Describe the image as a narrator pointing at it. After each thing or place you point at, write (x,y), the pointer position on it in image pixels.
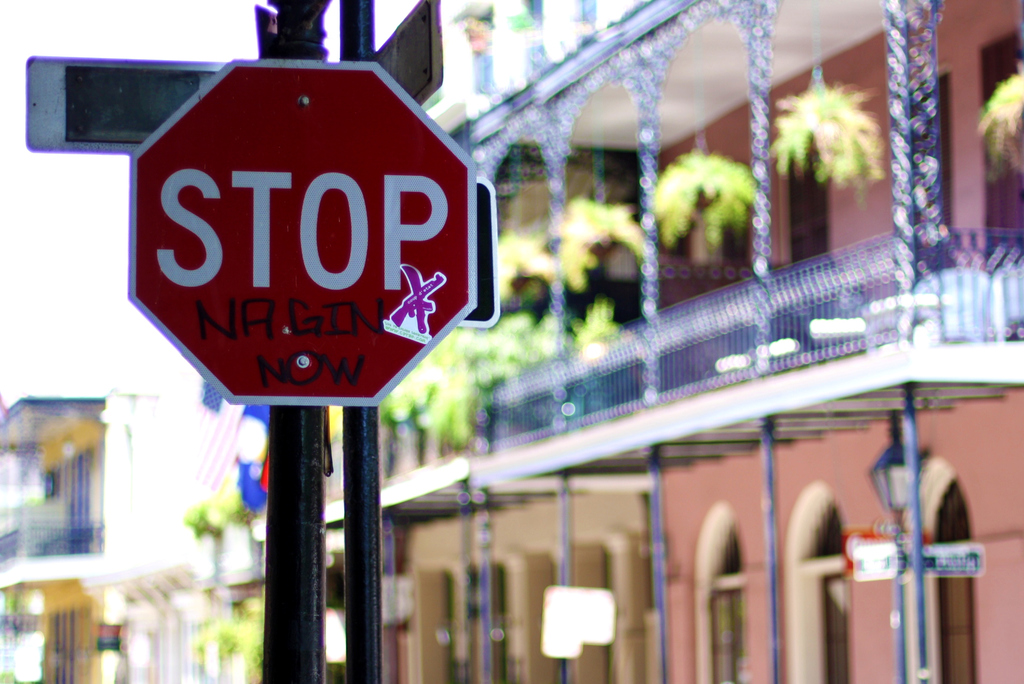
This image consists of stop boards (279,232). On the right (737,109), there is a building (760,507) along with potted plants (584,230). At the top (116,31), there is sky (99,19). And the background (19,570) is blurred.
